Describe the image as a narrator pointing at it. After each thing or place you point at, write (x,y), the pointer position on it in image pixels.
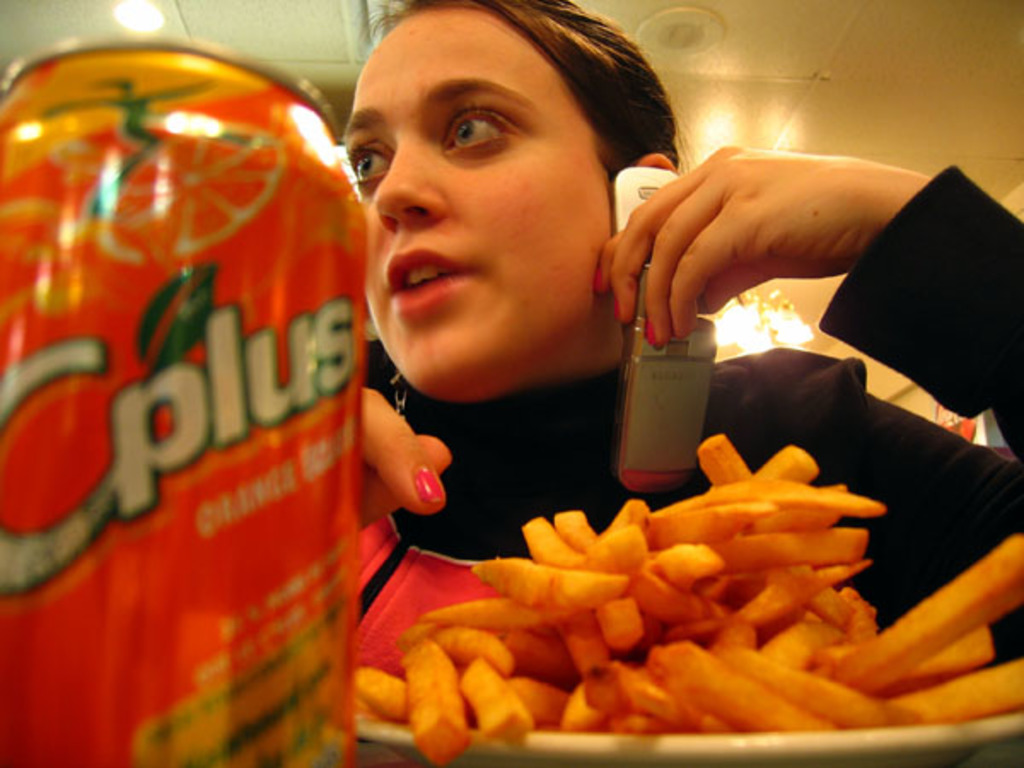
In this image, we can see a woman (492,315) holding mobile (634,393) in her hand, we can also see a plate (934,728), on that plate (934,728), we can see french fries (506,607). On the left side (286,254), we can see a coke tin (112,513), on which it is written as c plus. On the top (789,87), we can see roof (739,131) with few lights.
